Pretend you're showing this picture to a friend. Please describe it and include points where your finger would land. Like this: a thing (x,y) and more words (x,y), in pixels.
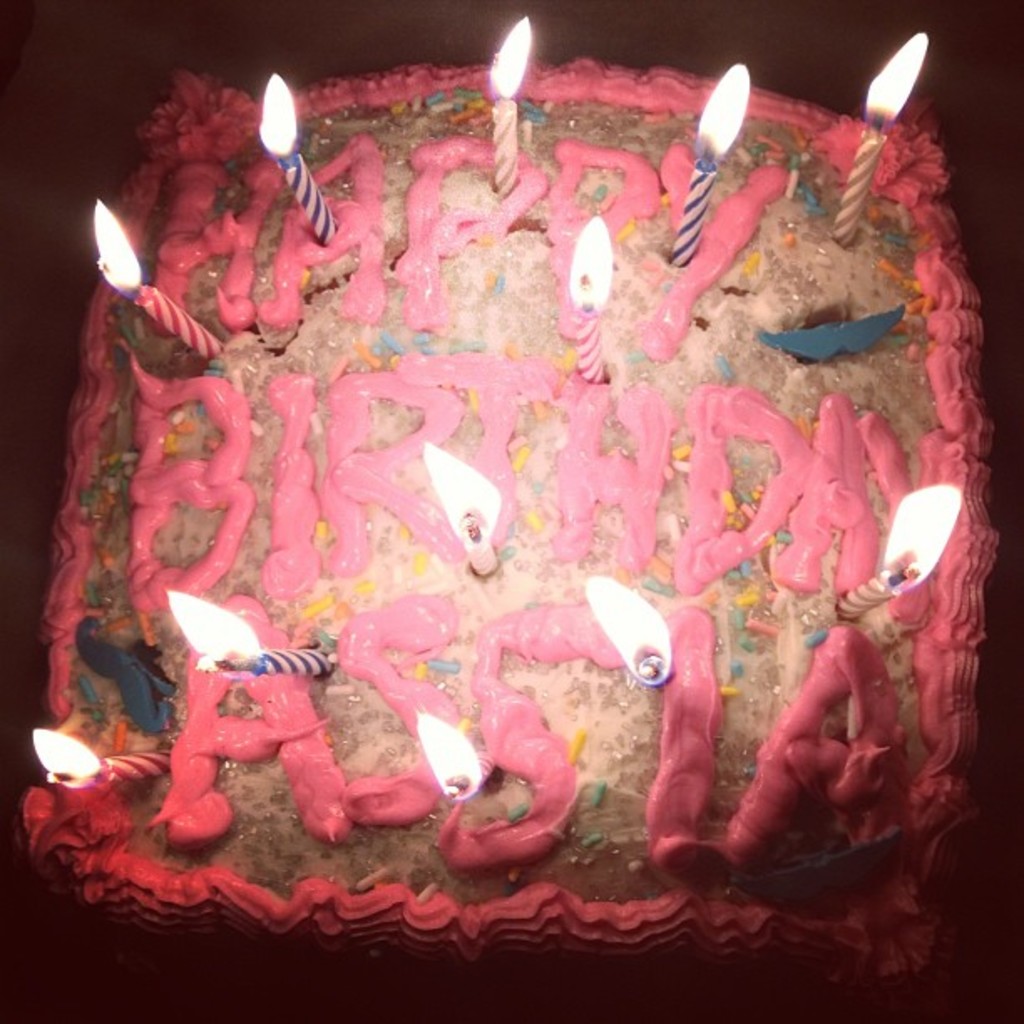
In this image we can see candles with flame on the cake (728,445).
